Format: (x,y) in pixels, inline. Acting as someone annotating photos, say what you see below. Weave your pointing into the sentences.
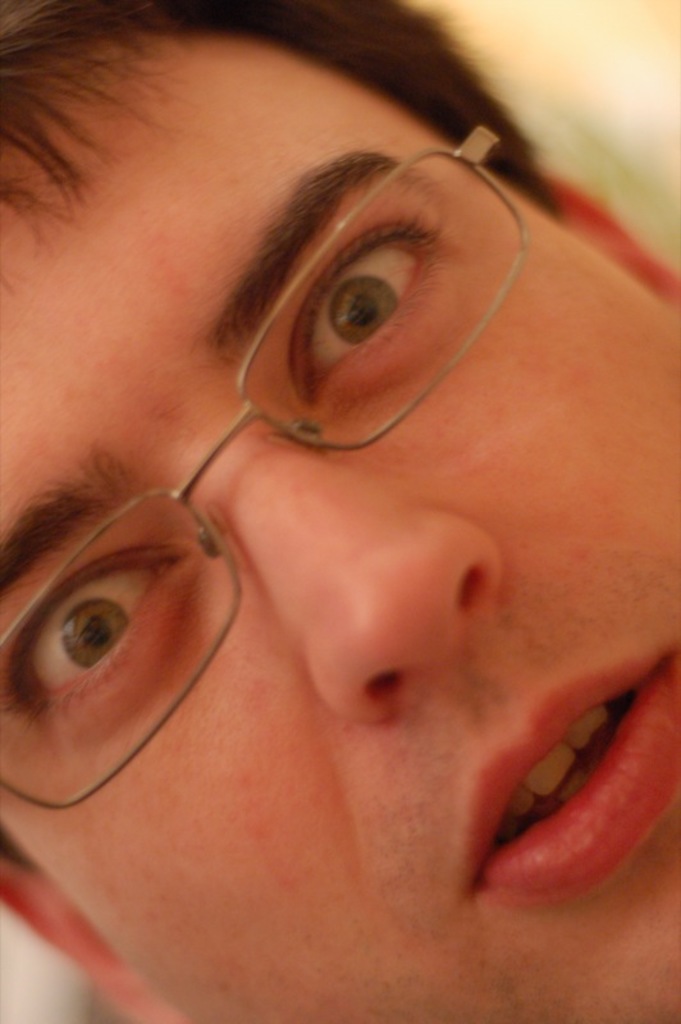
In the picture I can the close view of a person (237,555) wearing spectacles (459,151). The background of the image (617,142) is blurred.
